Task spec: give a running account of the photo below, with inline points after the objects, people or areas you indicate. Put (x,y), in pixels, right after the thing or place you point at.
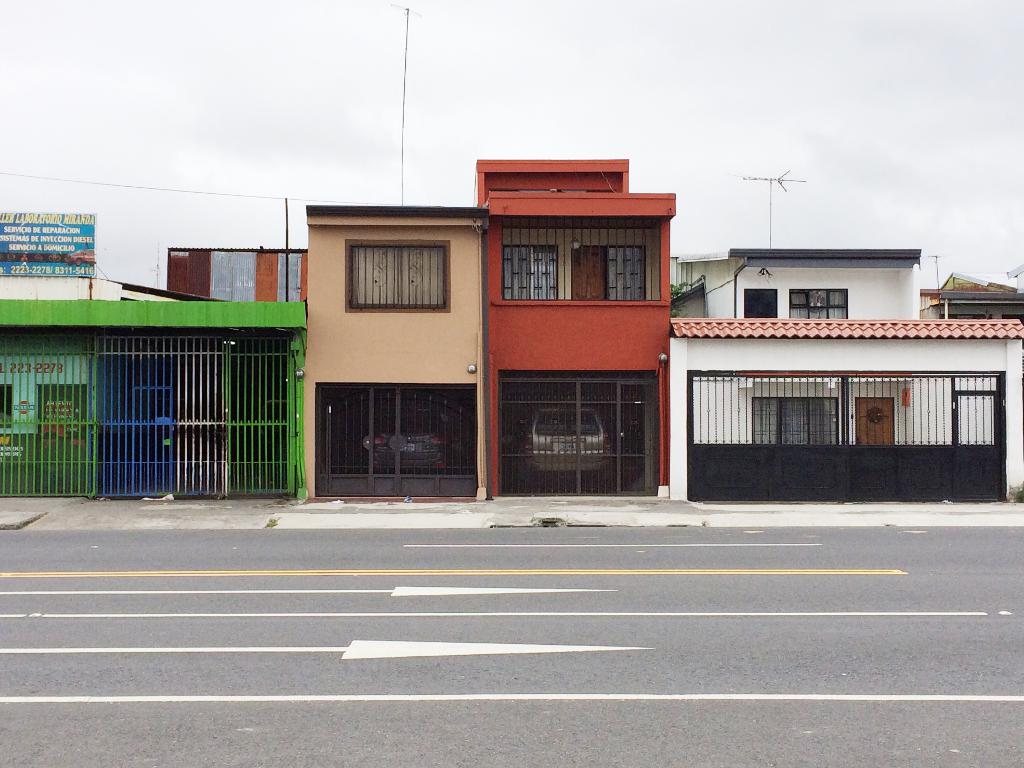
In this image I can see the road (397,664). To the side of the road (444,681) I can see the colorful houses (480,468) and the railing (550,483). I can see the vehicle (531,433) under the house (557,398). In the background (115,208) I can see the board (1,221), pole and the sky (499,138).
